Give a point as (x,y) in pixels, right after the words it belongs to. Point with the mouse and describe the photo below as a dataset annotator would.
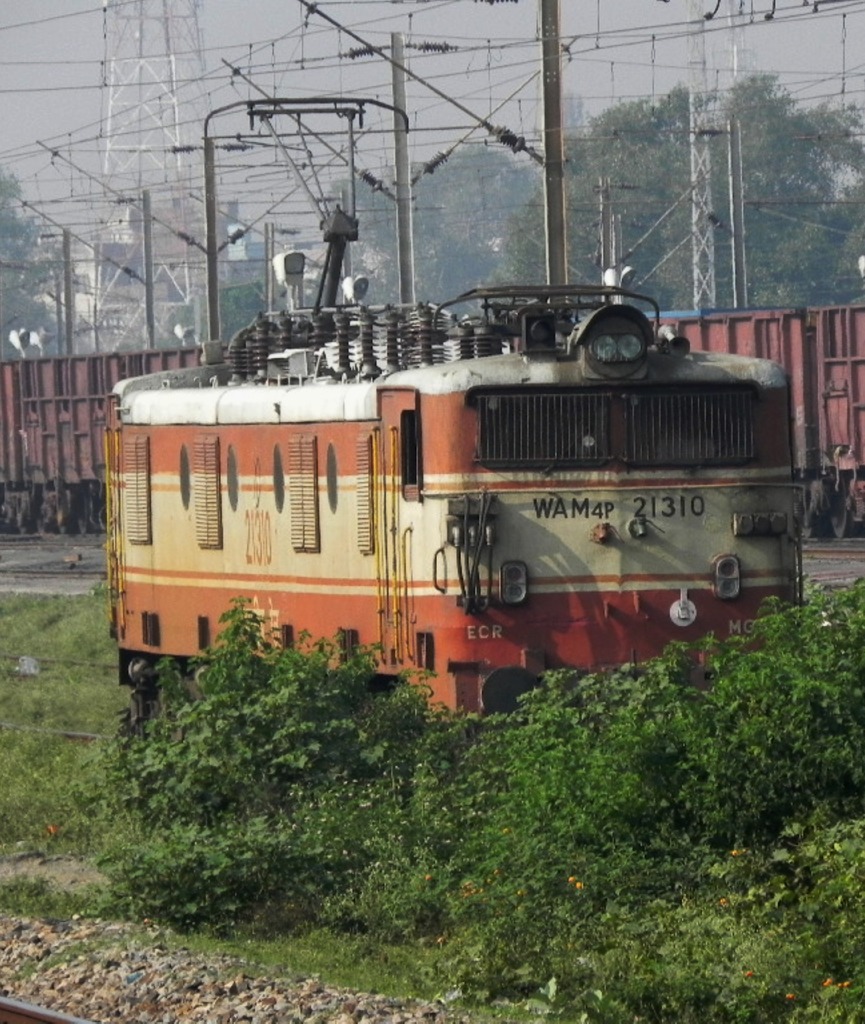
At the bottom of the picture (238,1010), we see the trees (317,840) and stones (216,969). In front of the picture, we see a train engine (476,570). Behind that, we see the goods train (809,345) is moving on the railway tracks (833,545). There are electric poles (95,302), wires (452,101), trees (465,166) and a tower (97,275) in the background (181,229).
